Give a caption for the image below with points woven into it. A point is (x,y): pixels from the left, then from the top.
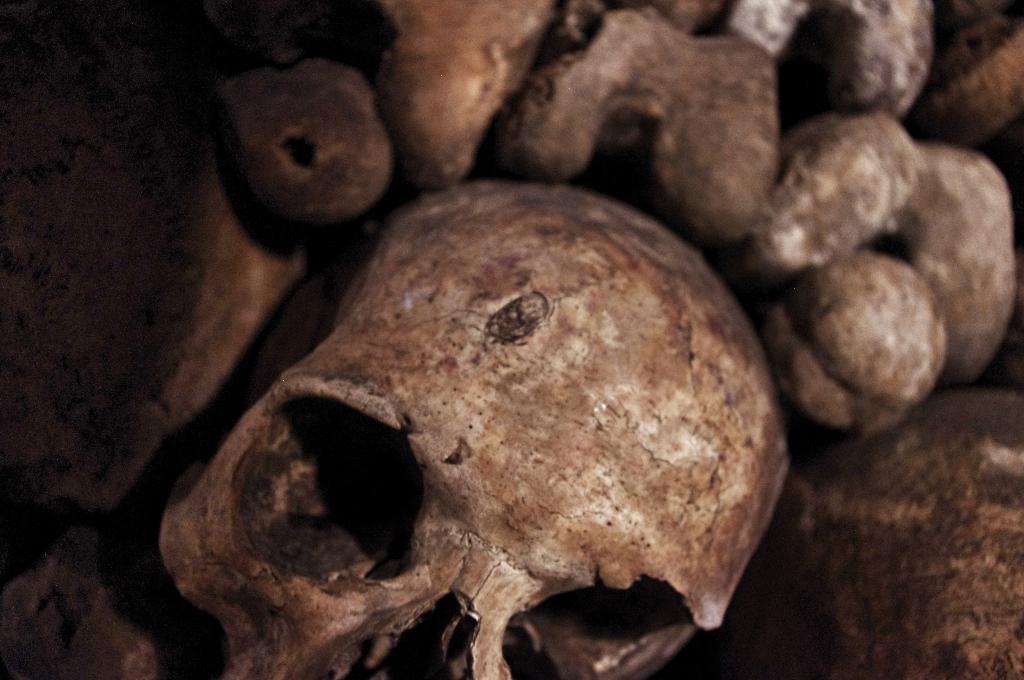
In the image we can see the skull (535,402) and the bones (741,197).
